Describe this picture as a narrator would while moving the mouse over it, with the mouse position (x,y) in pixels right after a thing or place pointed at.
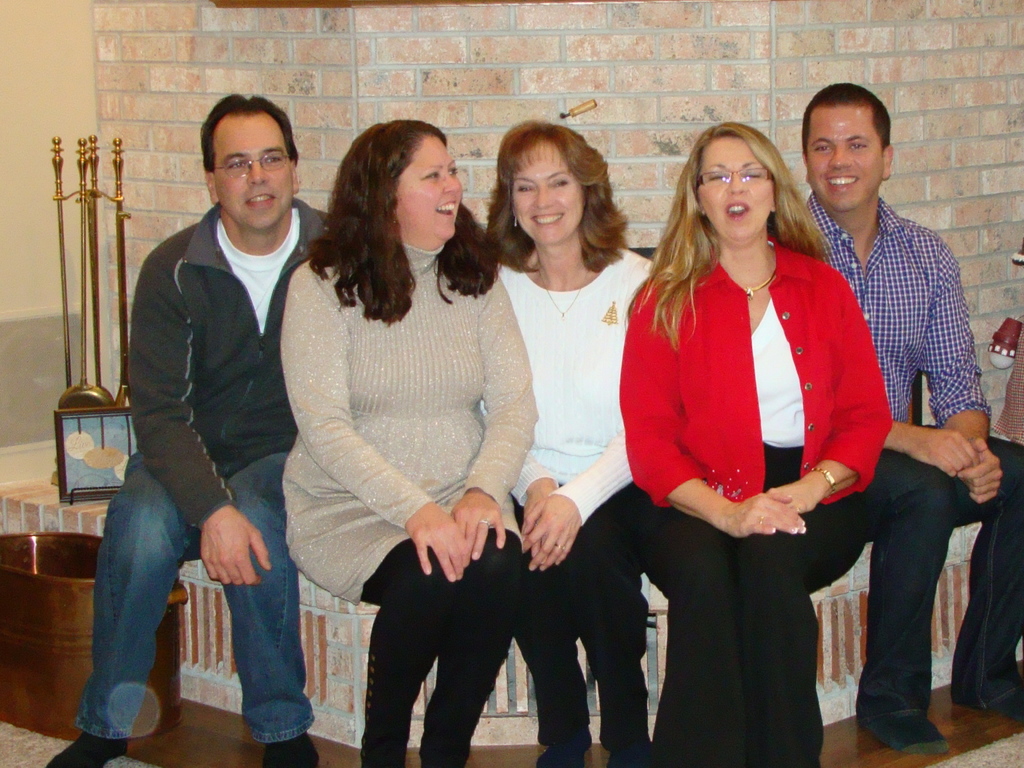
In this image I can see there are five persons (875,239) and there are smiling and sitting in front of the wall (359,118) and I can see a stand (79,241) on the left side (102,288) and I can see a container (77,552) kept in front of the wall (28,474) on the left side (10,719).
